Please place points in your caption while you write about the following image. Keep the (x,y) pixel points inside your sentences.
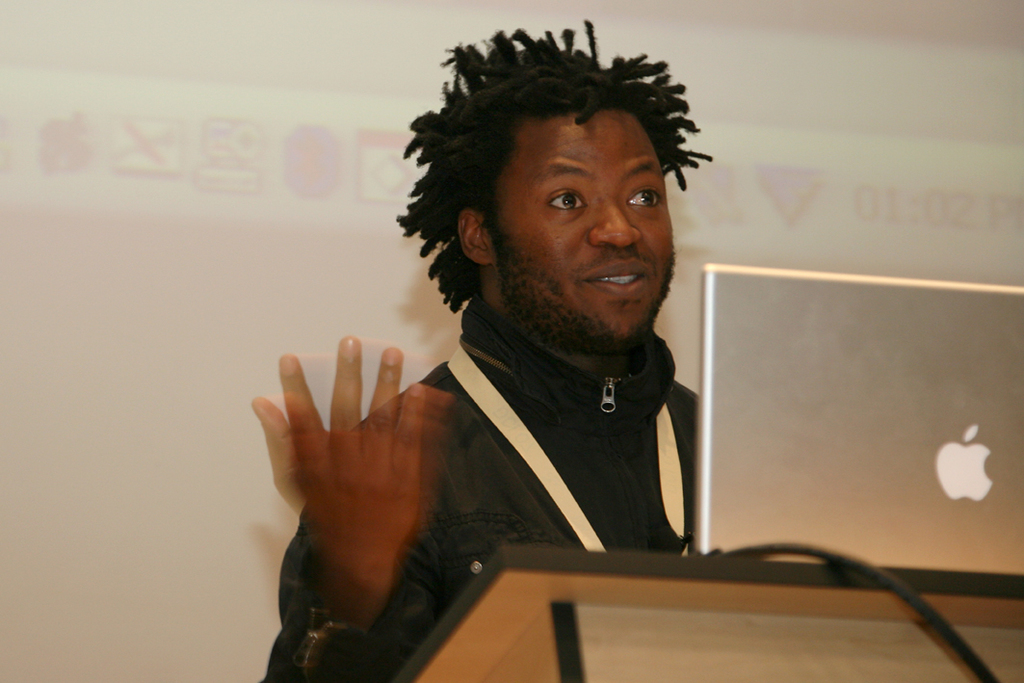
In this image there is a person (593,333) standing behind the podium (487,641), on that podium (829,665) there is a laptop (935,558), in the background (292,5) it is white.
